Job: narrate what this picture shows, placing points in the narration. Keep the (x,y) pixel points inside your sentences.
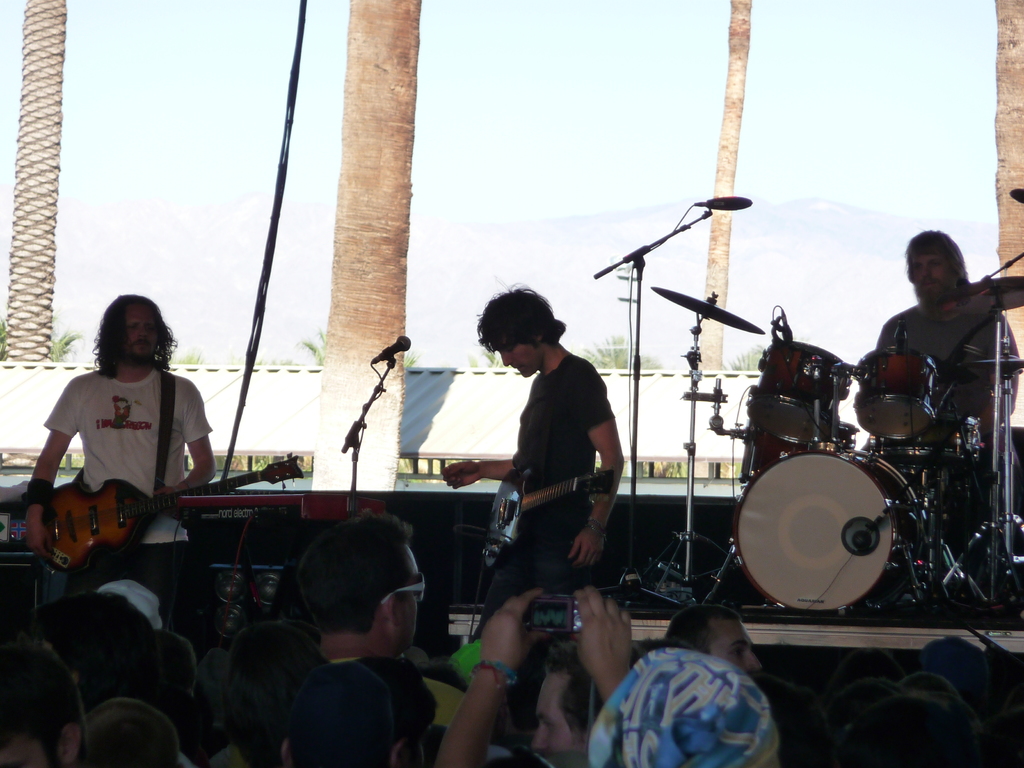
In this image I can see three people (92,429) holding the musical instruments (710,393). I can see these people (549,388) are wearing the different color dresses (541,431). And there are mics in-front of the people (555,374). I can see the group of people (299,667) standing in-front of these people (564,389). And one person (500,645) is holding the camera (549,618). In the back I can see the trunks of the trees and the sky (268,177).
